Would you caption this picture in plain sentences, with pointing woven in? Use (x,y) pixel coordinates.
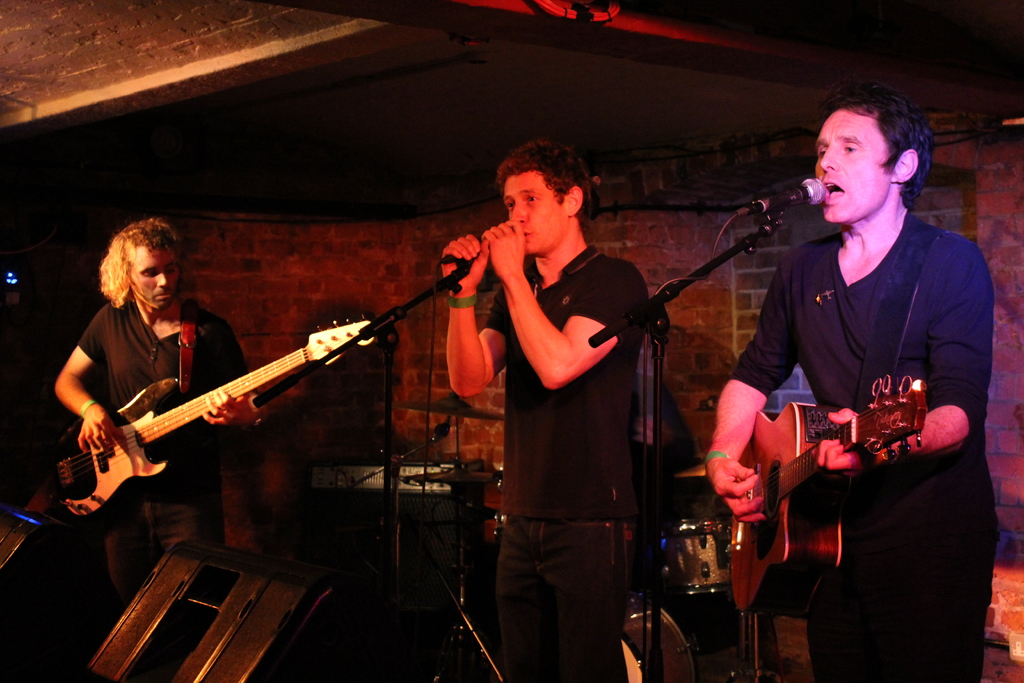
This image is clicked in a musical concert. There are three people (562,428) in this image, two of them are playing guitar (796,447) and the one who is in the middle (578,297) is singing something. There are mics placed in front of them. All of them are wearing black color dress (548,426). There are drums (681,587) in the bottom (692,644).
